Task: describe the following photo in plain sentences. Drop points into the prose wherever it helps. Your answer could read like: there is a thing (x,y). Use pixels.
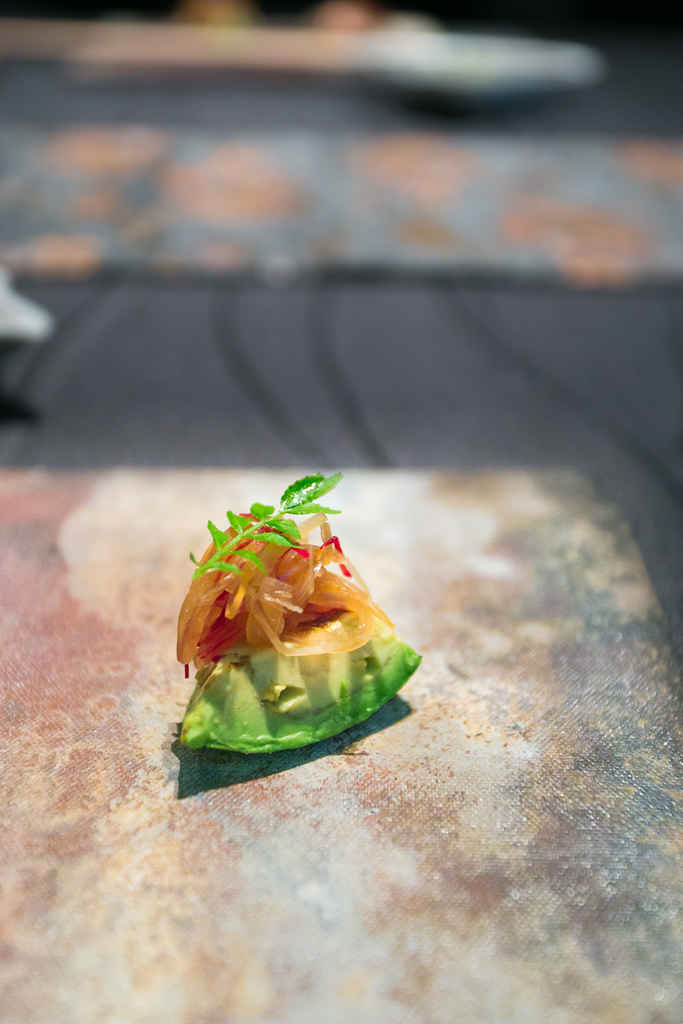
In the middle of this image (318,477), there is a stem (286,521) having green color leaves (292,513) on the ingredients (268,586). These ingredients (288,580) on a fruit (405,672). This fruit (272,721) is on a surface (359,549). And the background (328,446) is blurred.
